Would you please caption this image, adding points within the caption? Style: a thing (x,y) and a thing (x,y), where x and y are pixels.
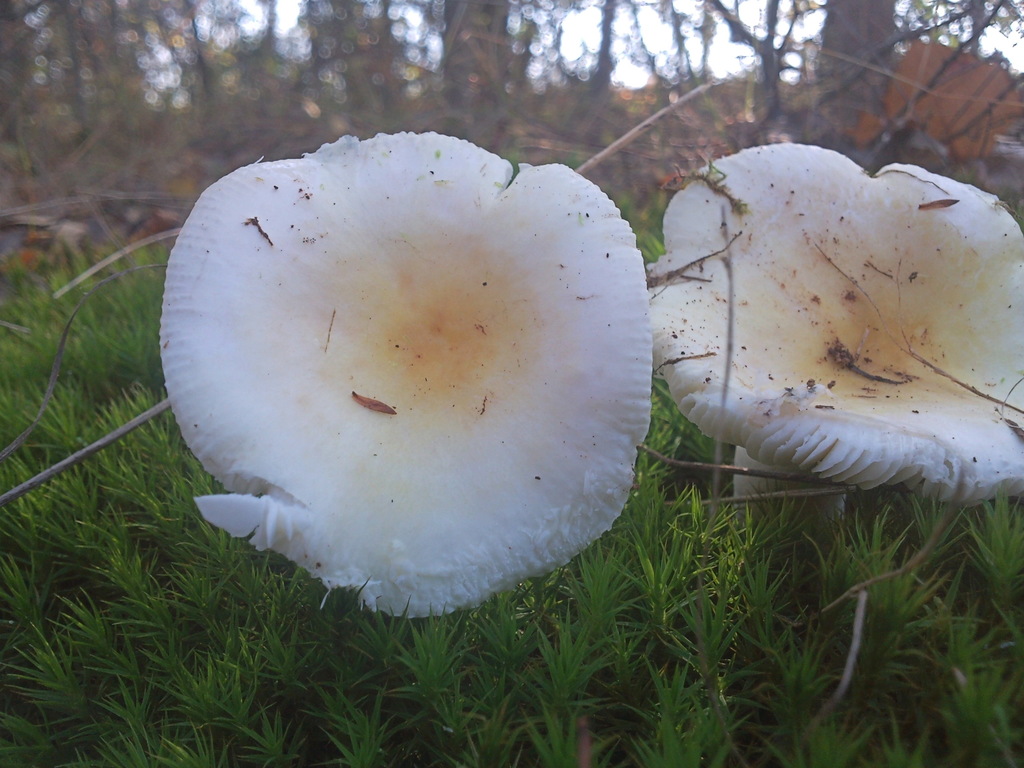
In this picture I can observe white color mushrooms (481,445) on the ground (628,684). I can observe some grass (86,517) on the ground (192,504). In the background (199,72) there are trees (380,53).
